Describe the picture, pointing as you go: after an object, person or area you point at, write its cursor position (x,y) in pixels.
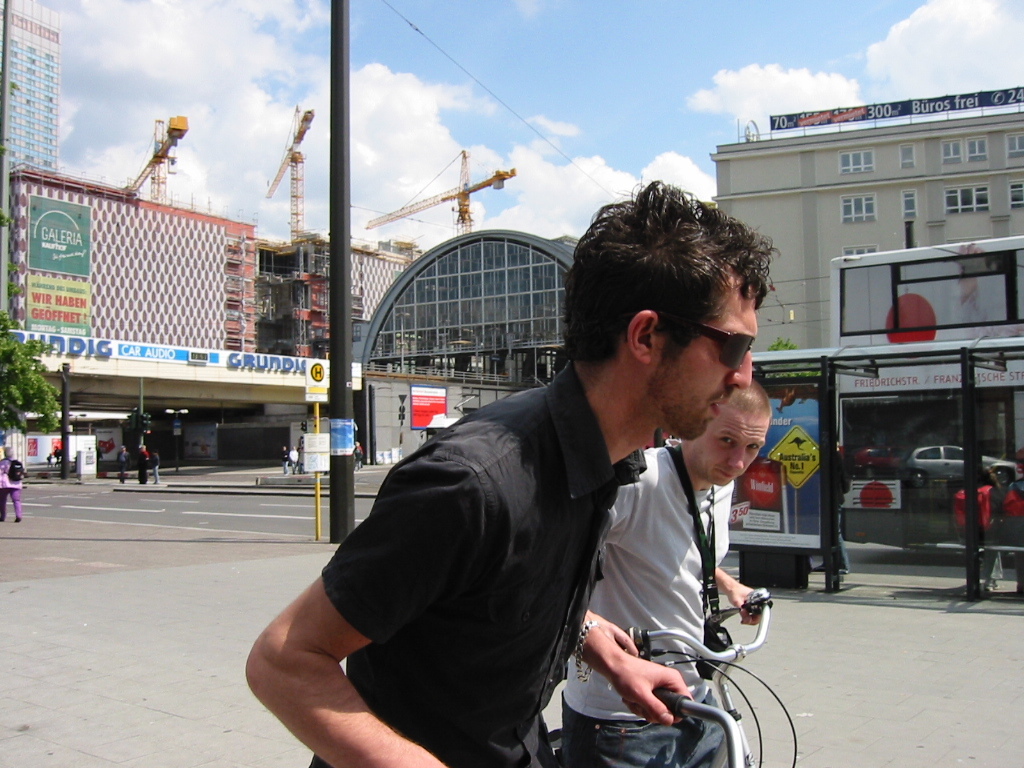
In this image, there are a few people (637,416). Among them, some people (691,495) are holding bicycles (728,711). We can see the ground (281,734) and some poles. We can see some boards (279,368) with text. There are a few buildings (863,235). We can see the ground (1018,668), cranes (495,182) and some trees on the left (167,166). We can see the sky (180,172) with clouds (406,145). We can see some glass (843,475) and the reflection (1016,554) of some objects (931,472) is seen in the glass (901,520).
